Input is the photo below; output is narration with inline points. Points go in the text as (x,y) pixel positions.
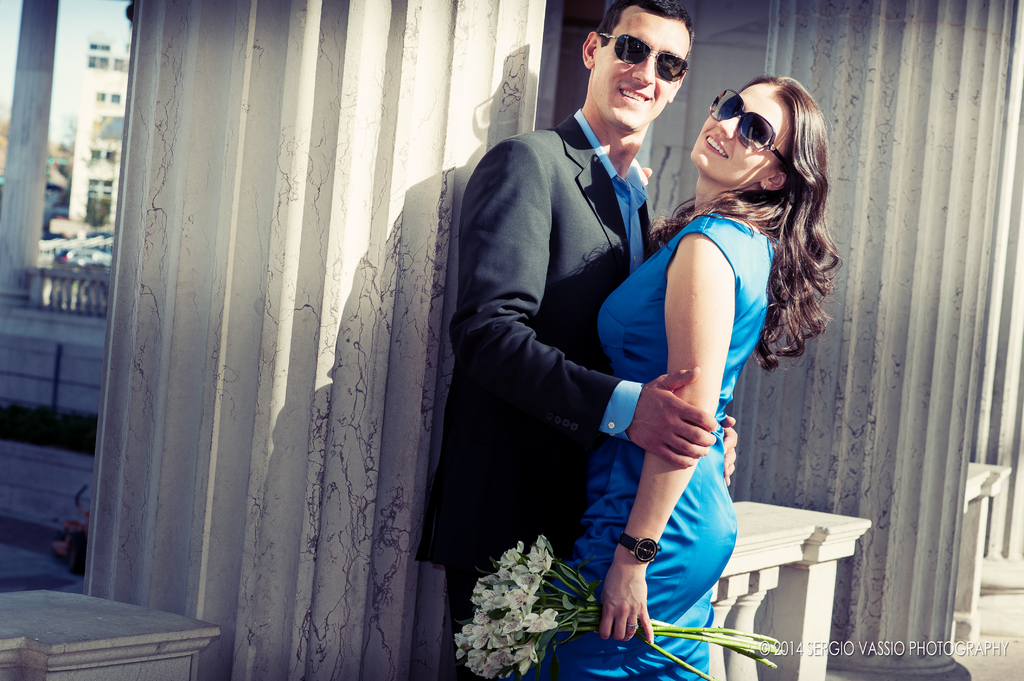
In the image we can see a man (621,242) and a woman (651,273) standing, they are wearing clothes (609,205), goggles (762,143), we can even see the woman (654,339) is wearing a wristwatch (644,554) and holding flowers (548,611) in hand (614,610). Here we can see the building (104,149) and on the bottom right (872,651) we can see the watermark (864,656).
